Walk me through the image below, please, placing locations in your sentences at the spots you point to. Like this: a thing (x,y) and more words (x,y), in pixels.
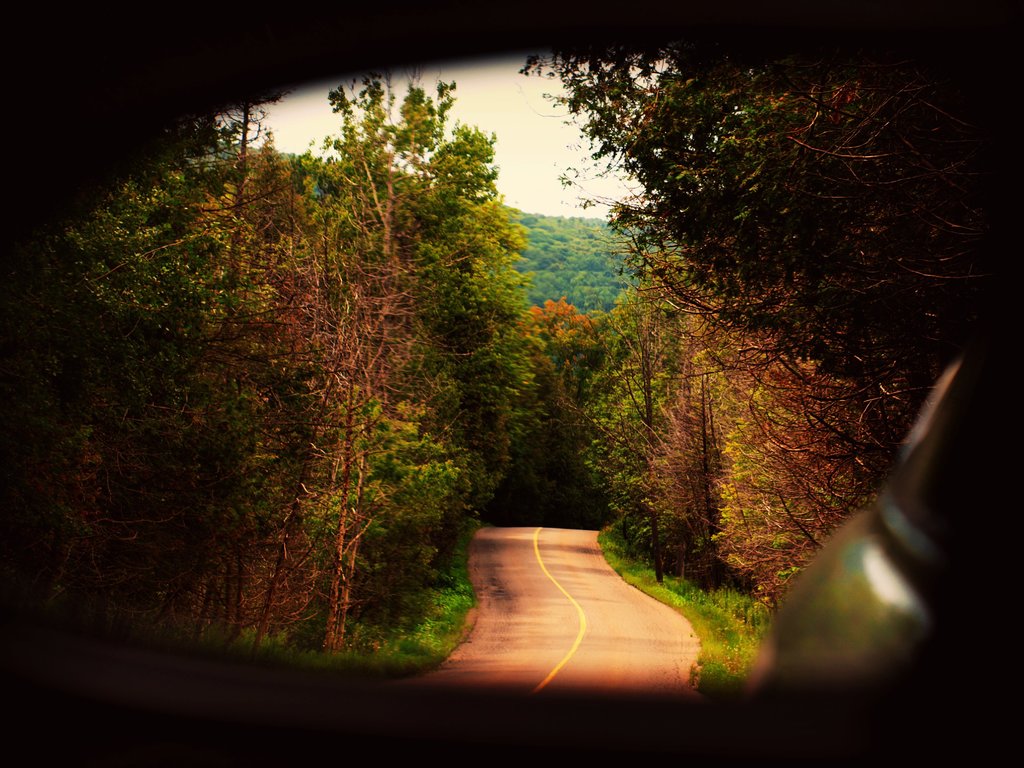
In this picture I can see a road (501,597) in the middle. There are trees (389,596) on either side of this image, at the top (536,191) there is the sky (536,191).
